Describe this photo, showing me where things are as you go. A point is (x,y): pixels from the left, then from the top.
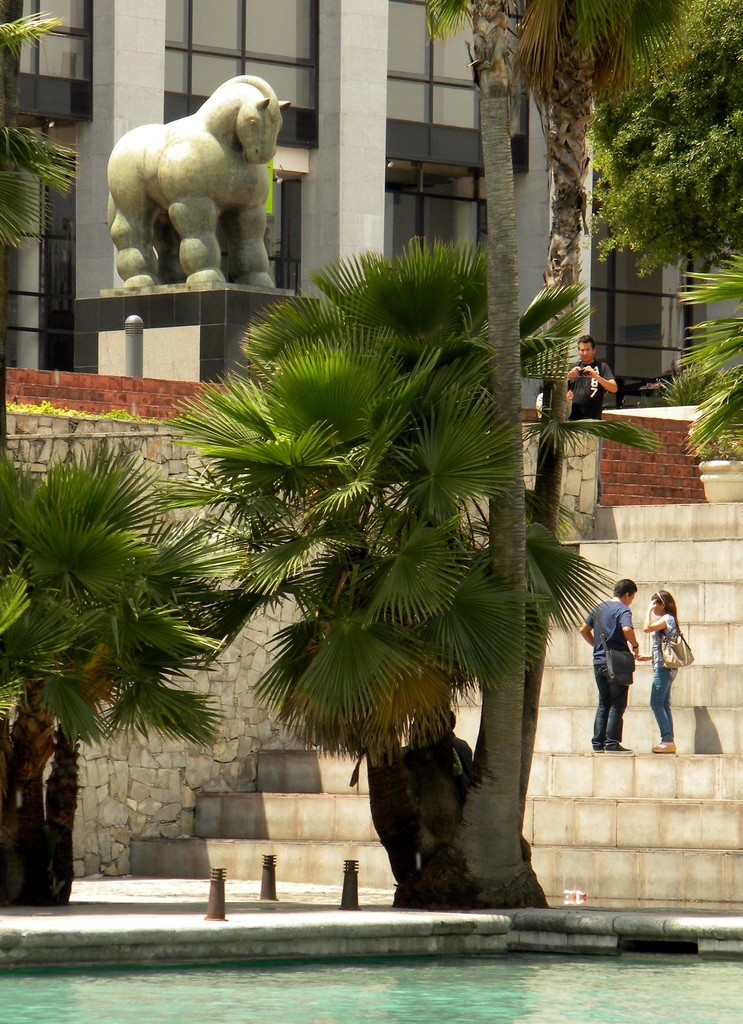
In this image we can see one building (28,272) looks like a museum (460,53), some trees (581,84), some plants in the pot (729,494) on the right side of the image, one wall (165,398), one statue (190,122) with pillar (181,334), one staircase (672,691), one pole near the statue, four objects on the ground (284,916), some grass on the wall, one swimming pool (699,972) at the bottom of the image (697,993), three objects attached to the museum (51,56), three people (590,628) standing behind the trees (735,261), two persons (596,636) standing and wearing bags (672,652) in the middle of the image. One man (593,385) in black T-shirt (603,395) standing and holding a black object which looks like a camera (581,375).
